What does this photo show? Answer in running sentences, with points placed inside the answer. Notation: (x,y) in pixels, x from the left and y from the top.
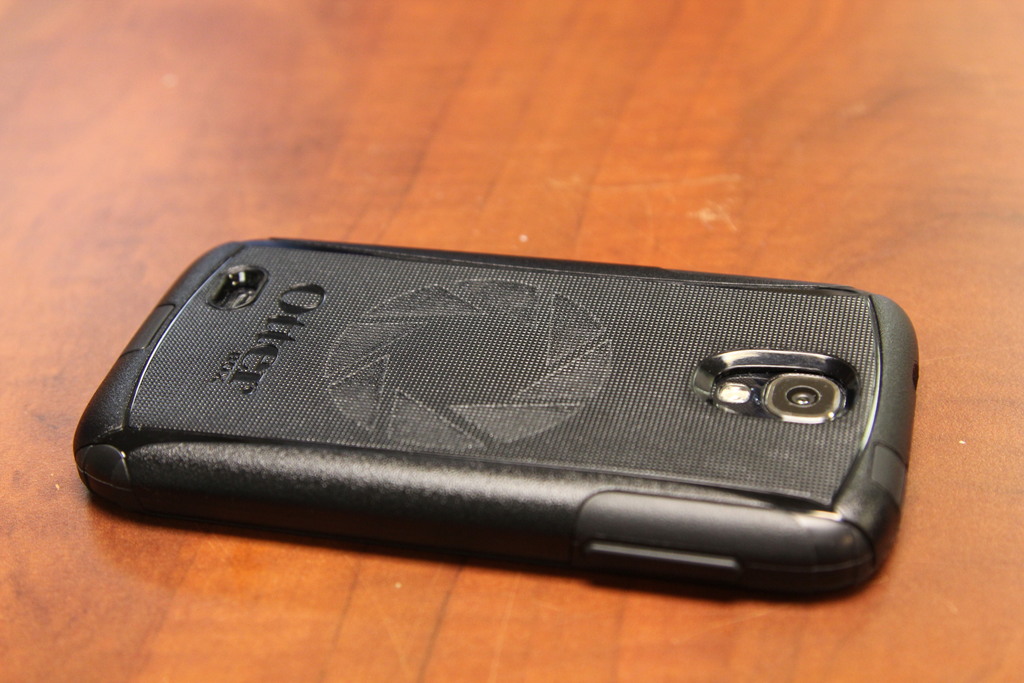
In this image, we can see a mobile phone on the wooden surface (165,224).
